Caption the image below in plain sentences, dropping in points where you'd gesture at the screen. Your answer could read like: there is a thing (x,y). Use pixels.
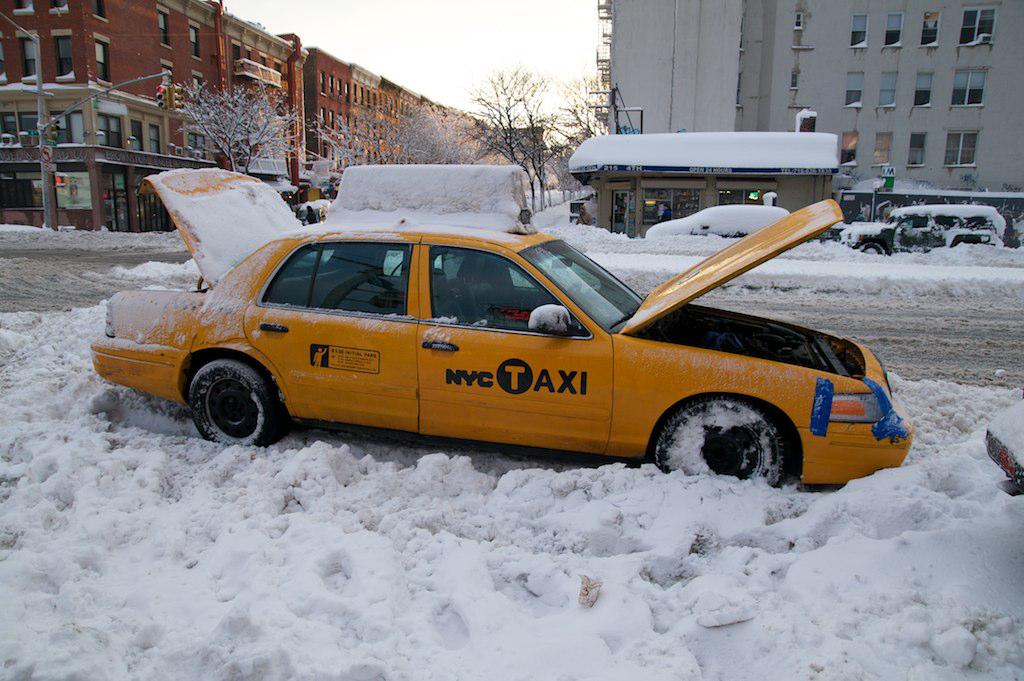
In this image we can see a car (614,362) parked on the snow (757,550). In the background (947,185), we can see group of vehicles (884,229) parked on the road (830,265), a group of buildings (629,147), trees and the sky (455,89).
